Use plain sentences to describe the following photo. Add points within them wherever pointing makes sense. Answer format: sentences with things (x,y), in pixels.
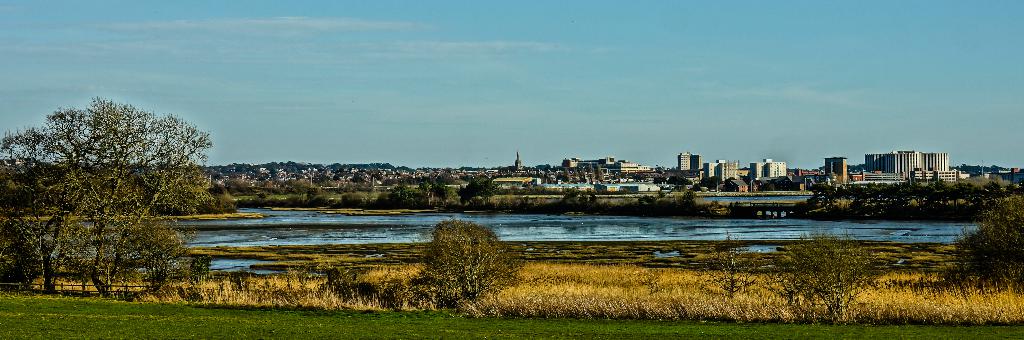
In this image I can see some grass (576,276) on the ground (411,247), few trees (477,263), the water (448,220) and few buildings (909,162). In the background (651,157) I can see the sky (418,65).
